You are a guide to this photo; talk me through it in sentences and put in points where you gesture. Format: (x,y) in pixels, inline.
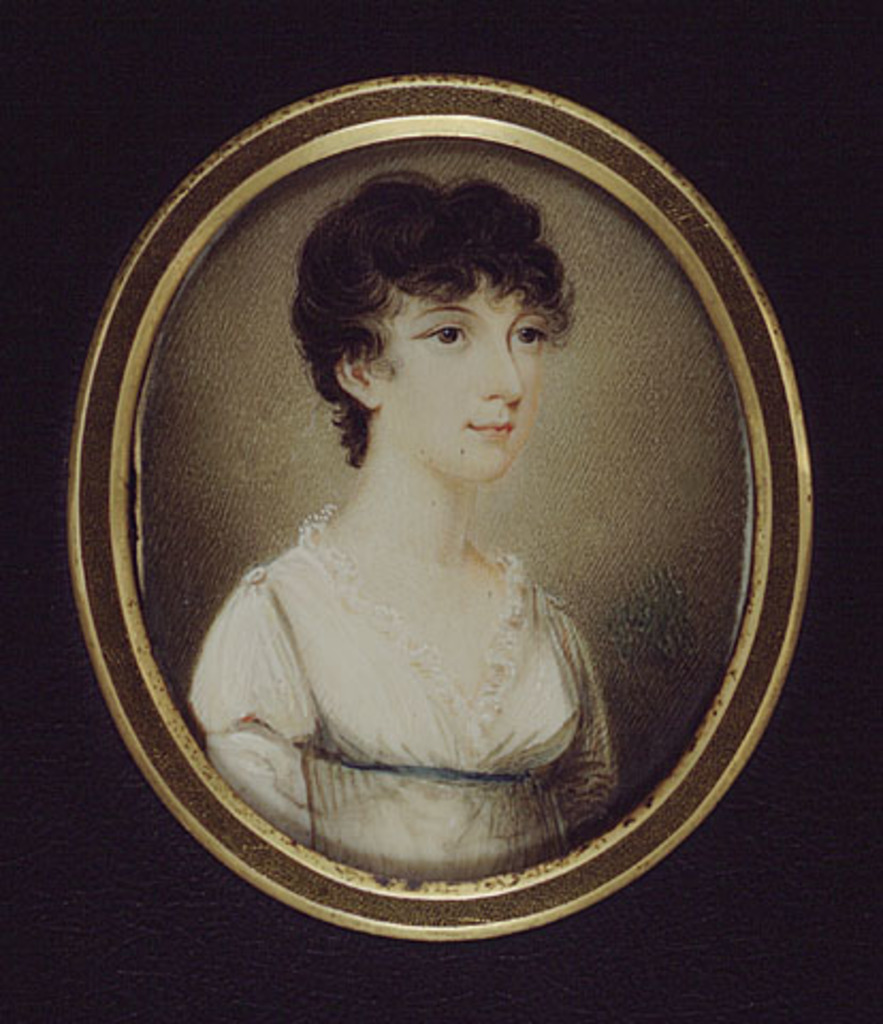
By seeing this image we can say it is a painting (403,662) of a lady (465,706).
